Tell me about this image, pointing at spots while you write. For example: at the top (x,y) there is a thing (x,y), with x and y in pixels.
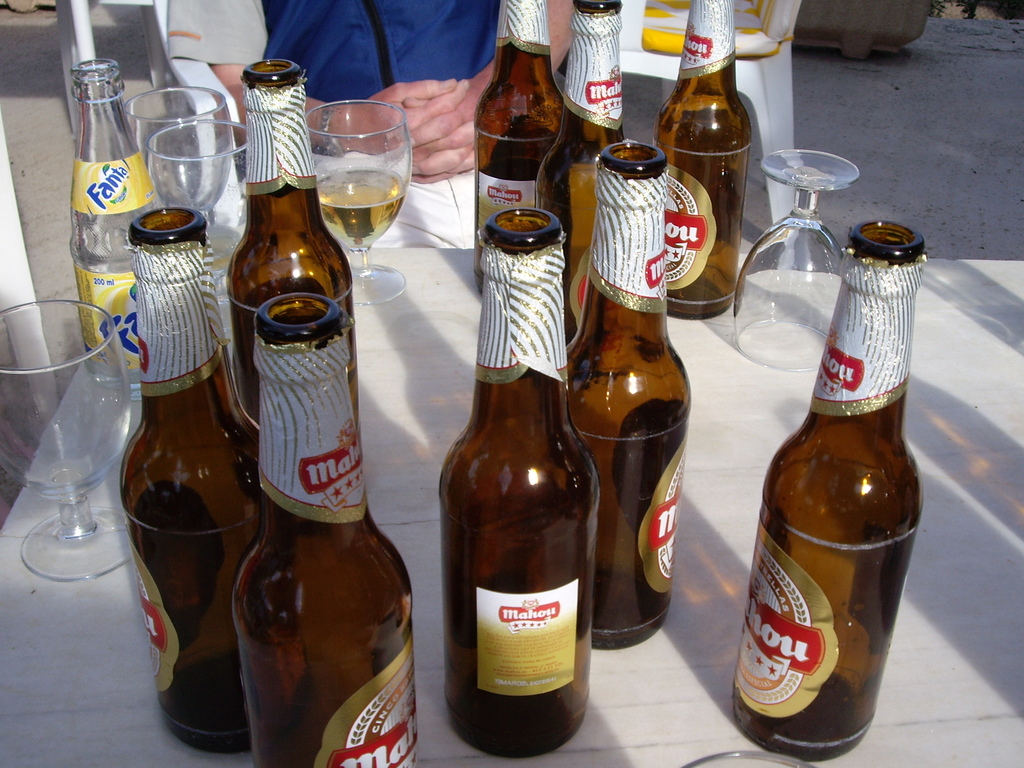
In this image, there is a table (961,494) which is white color on that table (948,477) there are some beer bottles (480,424) which are in brown color and there are some glasses (109,363) which are in white color, In the background (367,30) there is man (419,139) sitting on the chair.
